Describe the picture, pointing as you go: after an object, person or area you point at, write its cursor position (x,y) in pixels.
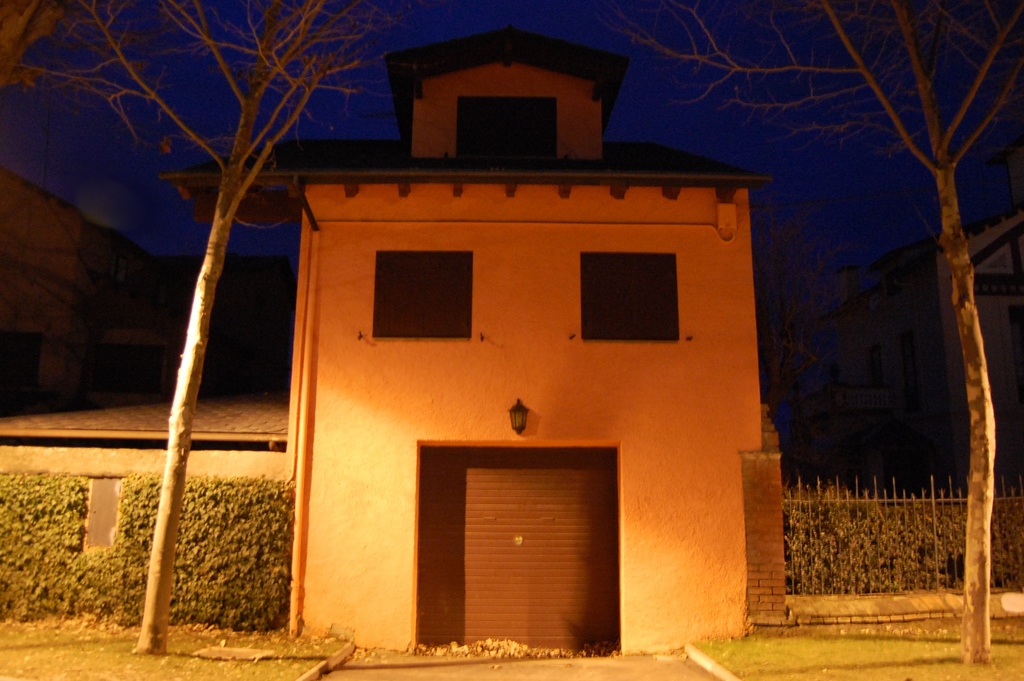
In this image there are two trees (989,390) on the land (890,657). Left side (22,496) there is a house (106,517) having few creepers (140,558). Right side (865,534) there is a fence (885,546). Behind there are few plants (887,557). Middle of the image (355,267) there is a building (454,518). Background (677,107) there is sky (664,107). Left side (67,315) there are buildings (122,307).
